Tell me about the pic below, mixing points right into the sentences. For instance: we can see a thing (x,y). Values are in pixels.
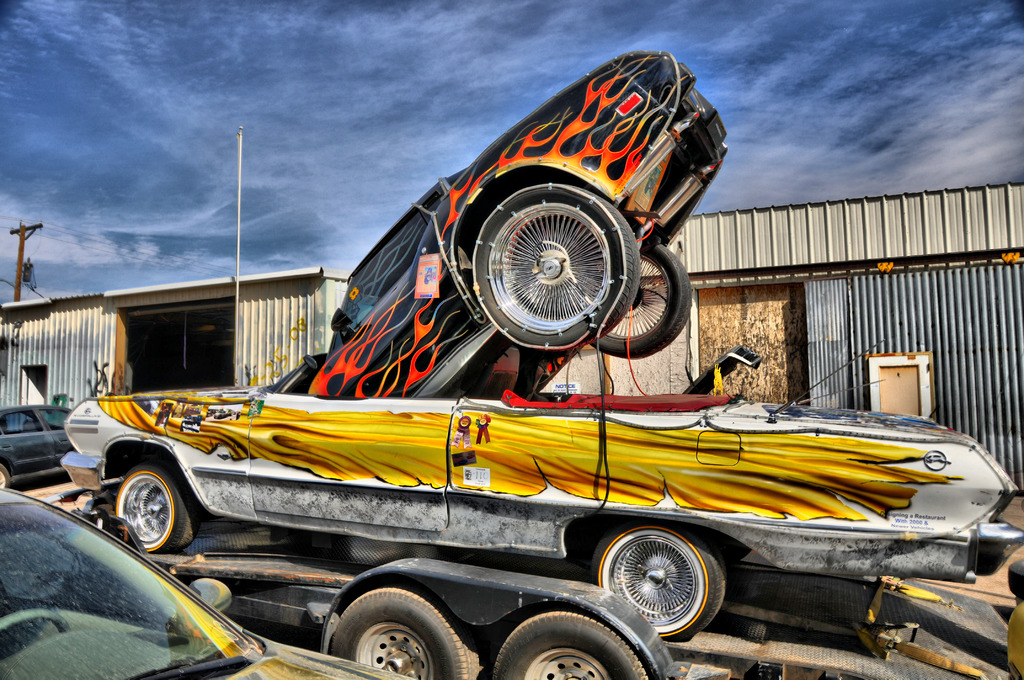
Here in this picture we can see a car (309,444) present on a truck (561,589) and on that also we can see another car (560,266) present and we can see other cars (35,463) also present on the ground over there and beside it we can see sheds (665,359) present and we can see an electric pole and we can see clouds (77,220) in sky (77,220) over there.
